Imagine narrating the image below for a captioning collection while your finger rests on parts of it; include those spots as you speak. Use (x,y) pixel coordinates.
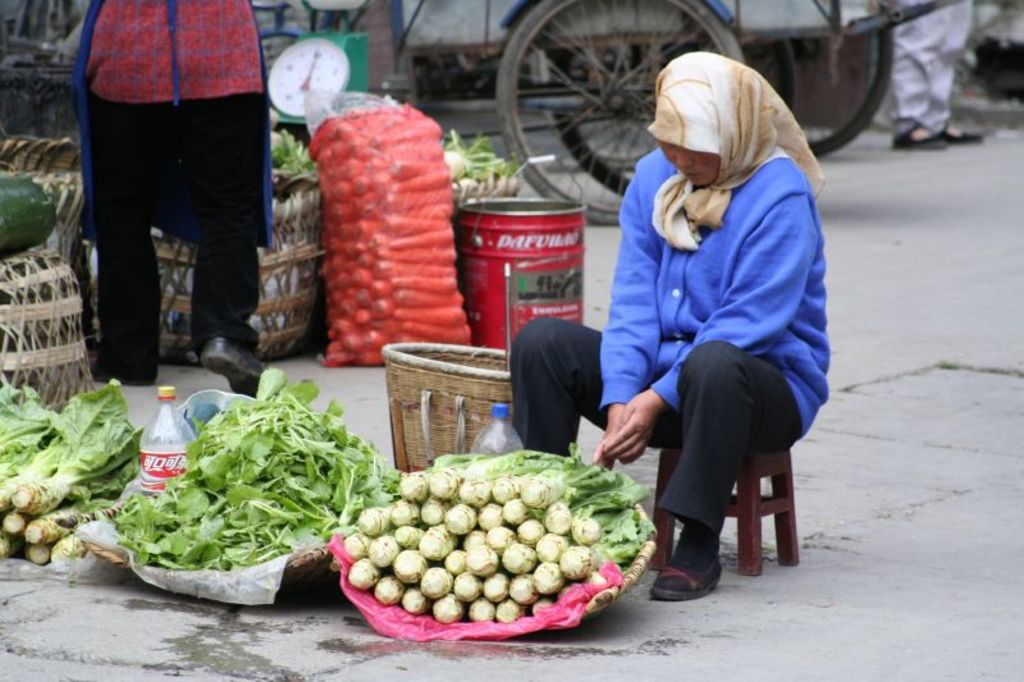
In the image there is a person (707,386) sitting on a stool (744,555). In front of that person (705,314) there are two baskets (295,566) with vegetables (255,469). And also there are bottles (170,448). On the left side of the image (227,440) there are vegetables (247,446). Behind those vegetables (34,432) there is a person (154,150). Behind that person (118,66) there are baskets (306,218) with vegetables (377,172) and some other things (363,158). In the background (540,0) there is a vehicle (783,51) with wheels (880,60).
